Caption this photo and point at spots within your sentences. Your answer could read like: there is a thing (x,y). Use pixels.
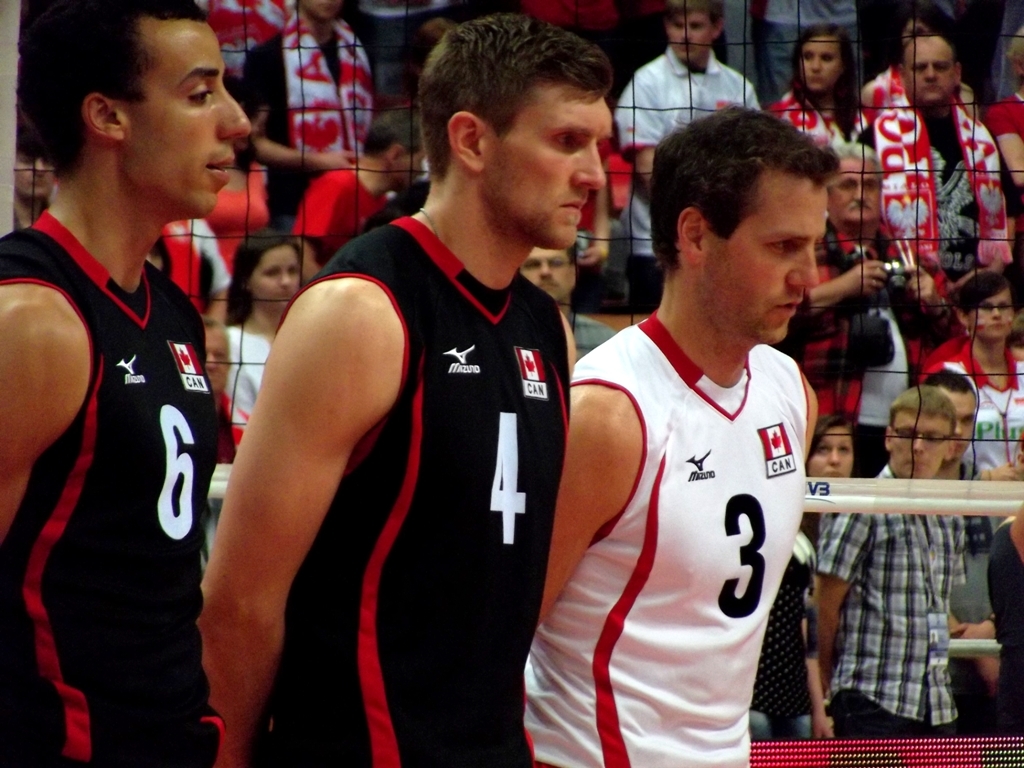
In the picture we can see three players (641,550) are standing with a sportswear (730,540) and beside it, we can see a net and some people (989,194) standing and watching them.
